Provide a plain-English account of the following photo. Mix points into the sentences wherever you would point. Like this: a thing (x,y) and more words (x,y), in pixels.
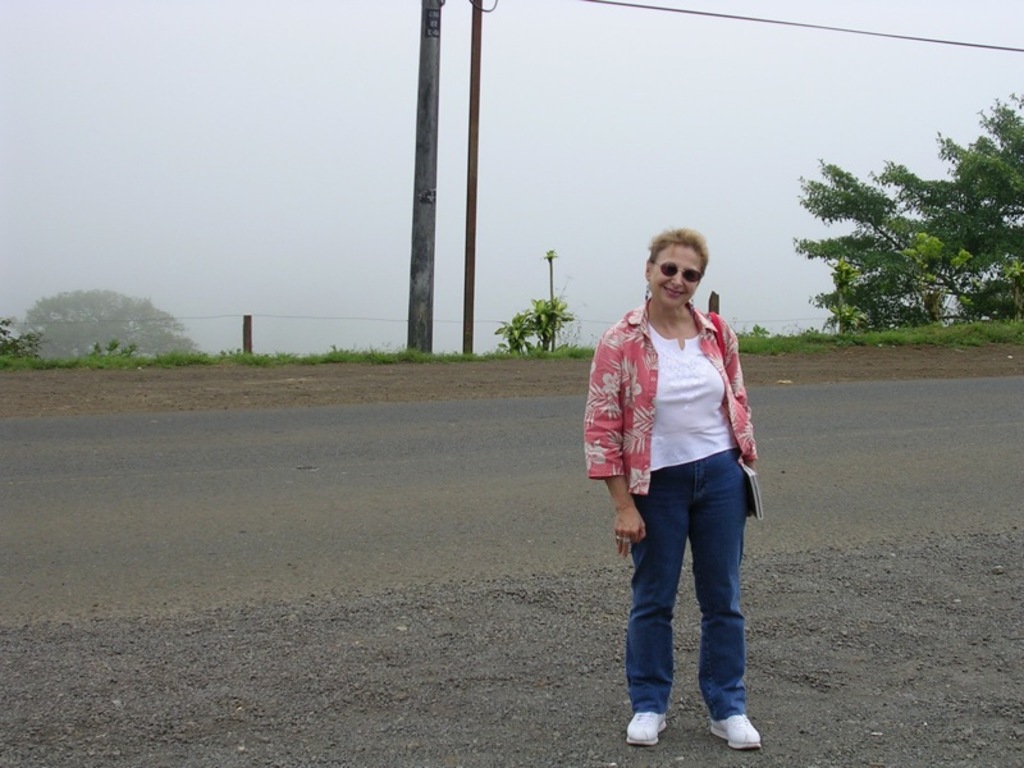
In this image we can see a woman (661,543) standing on the ground (757,561). We can also see some poles (429,148), a wire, some plants (521,341), trees (832,328) and the sky (332,304).
